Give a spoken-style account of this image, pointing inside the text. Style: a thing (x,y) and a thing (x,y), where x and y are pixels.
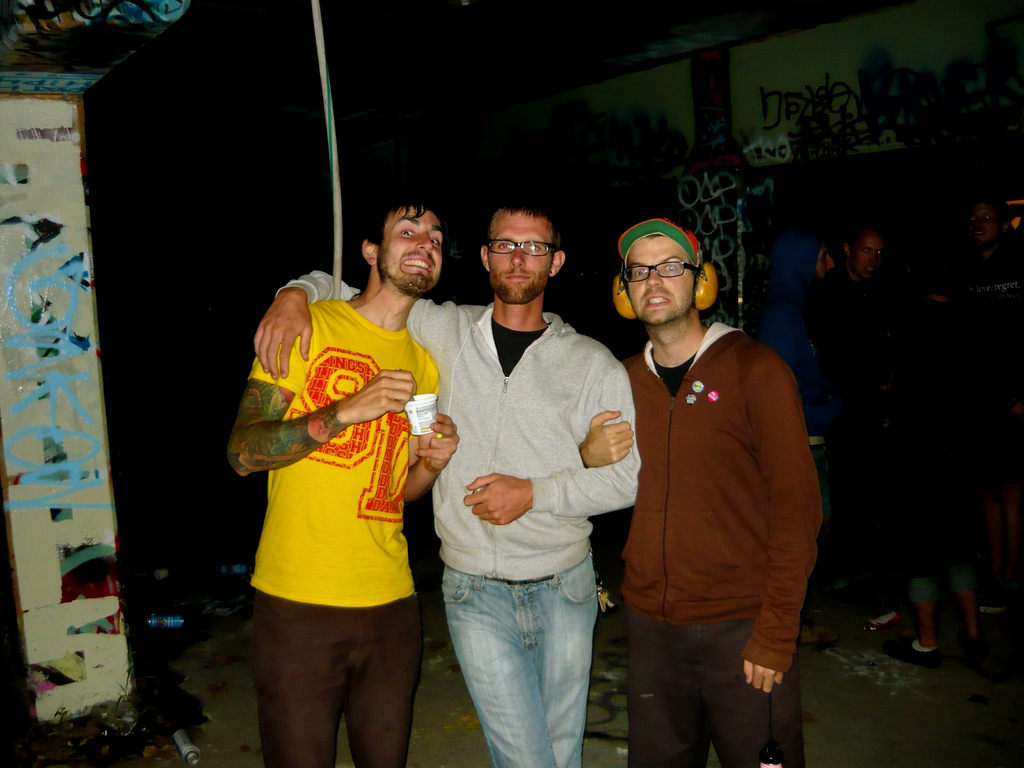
In this picture I can see there are three people (380,447) standing and there is a wall (591,147) and the backdrop (123,287) is dark.
